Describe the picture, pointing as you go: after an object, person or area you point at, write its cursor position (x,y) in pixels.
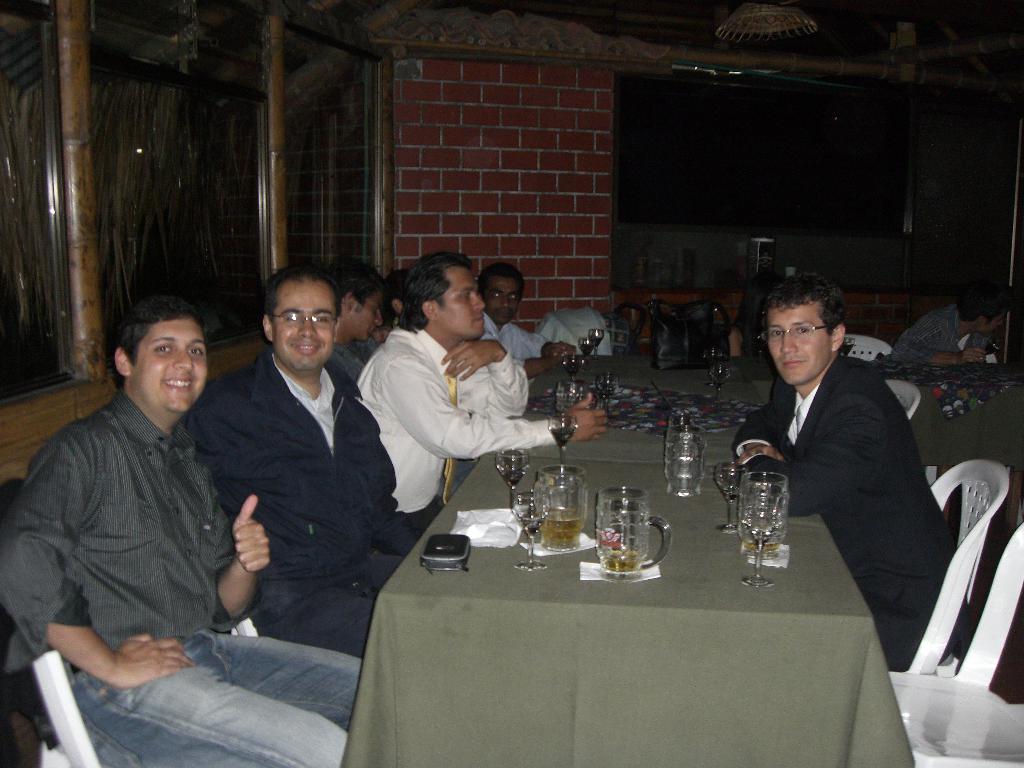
In the image we can see there are people (456,356) who are sitting on chair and on table (452,513) there are wine (531,513) glasses, beer mugs (615,525) and glasses (768,531) and the chairs (982,751) are in white colour and at the back (480,140) the wall (513,174) is made up of bricks (513,196).
